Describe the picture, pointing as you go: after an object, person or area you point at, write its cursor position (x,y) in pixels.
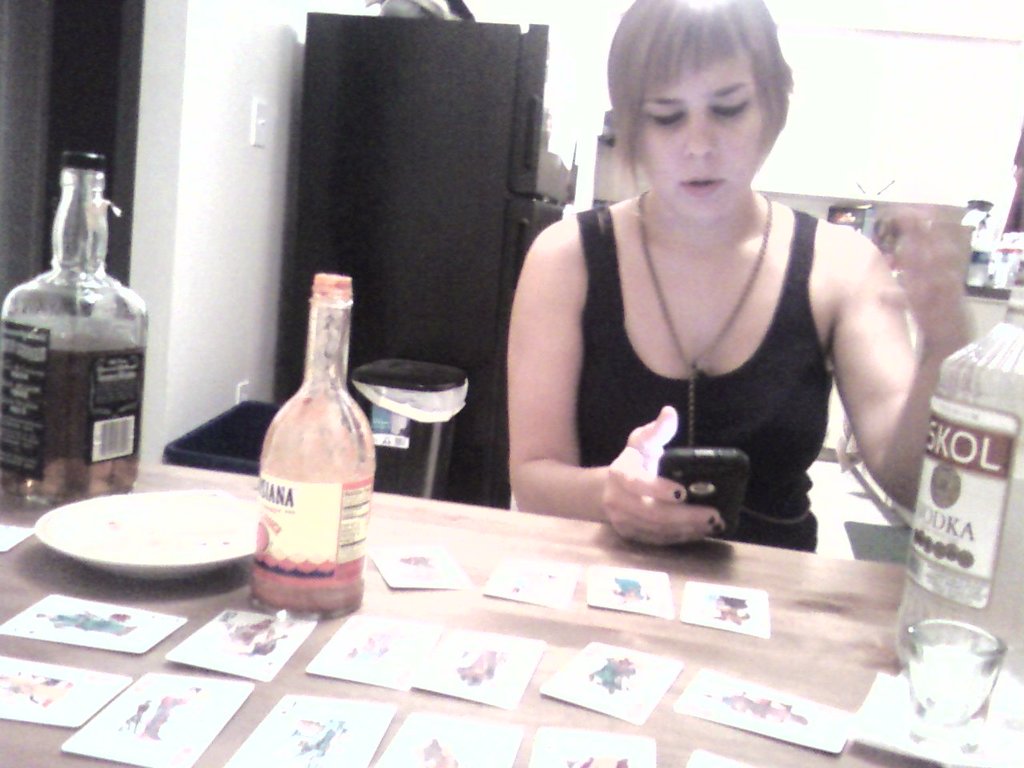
A woman (676,338) is sitting on the chair (837,454) and looking into the mobile phone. There are bottles (281,433) on the table (491,612).
